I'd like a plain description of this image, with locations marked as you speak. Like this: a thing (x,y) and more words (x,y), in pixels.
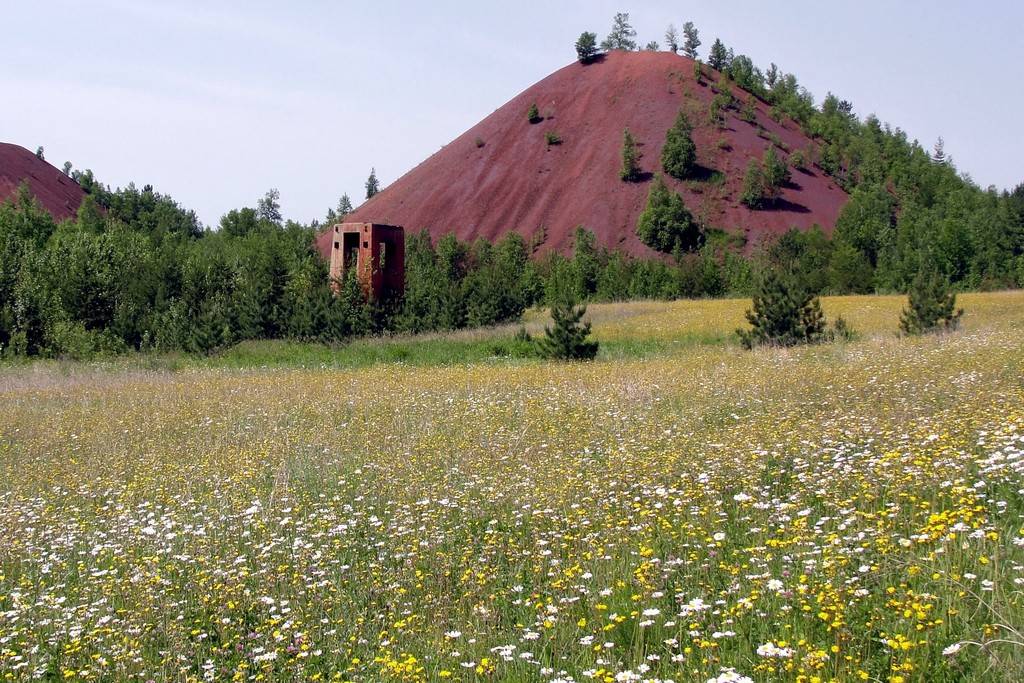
In this picture there is flower field (417,372) at the bottom side of the image (717,502) and there is greenery (718,181) in the image and there is a small house (376,265) in the background area of the image (390,226).
